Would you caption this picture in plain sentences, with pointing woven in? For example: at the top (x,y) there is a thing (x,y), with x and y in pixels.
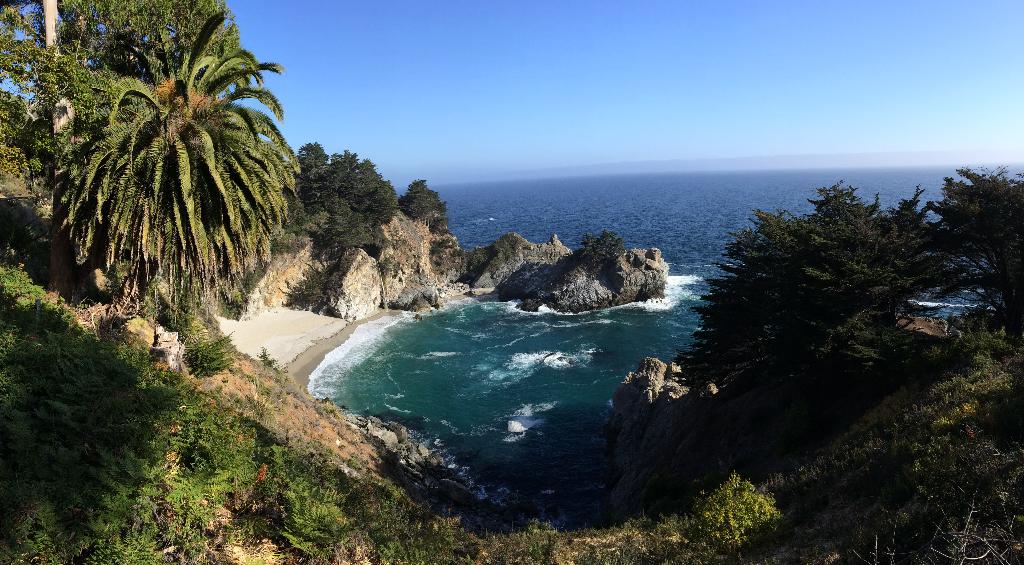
In this image in the center (660,214) there is an ocean (659,232), on the right side (799,324) and left side (202,136) there are some trees (325,173) and rocks (408,269). On the top of the image (486,83) there is sky (504,120).
